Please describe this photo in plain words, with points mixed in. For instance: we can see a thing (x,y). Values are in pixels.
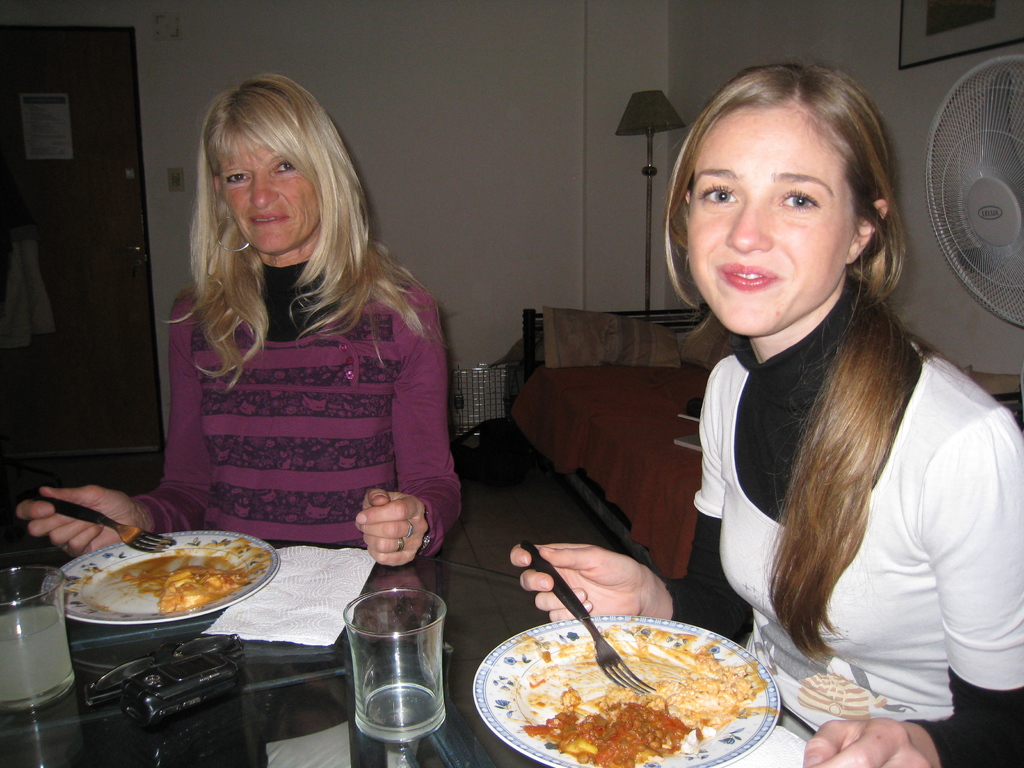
In this picture there are two ladies (735,156) on the right (739,247) and left side of the image (317,475) and there is a table (402,587) in front of them, on which there are plates (239,591) and glasses (384,696), they are eating and there is a table fan (969,134) on the right side of the image (949,246) and there is a door (24,117) on the left side of the image (114,182) and there is a bed (625,397) and a lamp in the background area of the image (634,382).
